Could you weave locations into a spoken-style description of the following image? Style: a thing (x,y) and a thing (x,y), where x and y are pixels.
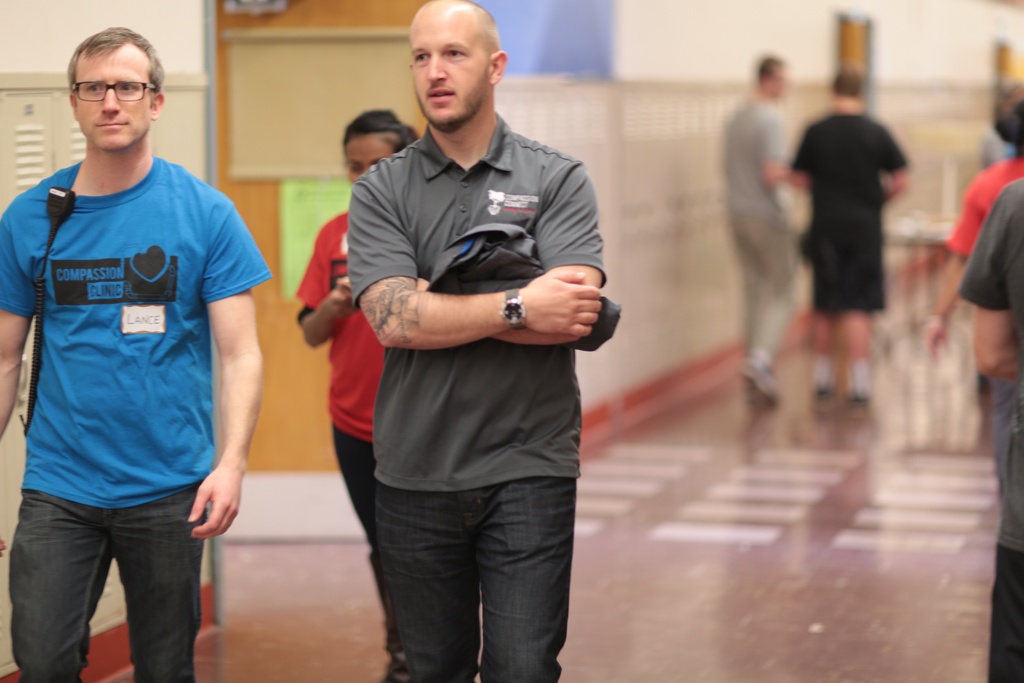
In this picture we can see some persons (211,251) are there. In the background of the image (342,83) we can see door (290,109), boards (304,139), wall (709,88), rods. At the bottom of the image (775,613) we can see the floor (744,499).
